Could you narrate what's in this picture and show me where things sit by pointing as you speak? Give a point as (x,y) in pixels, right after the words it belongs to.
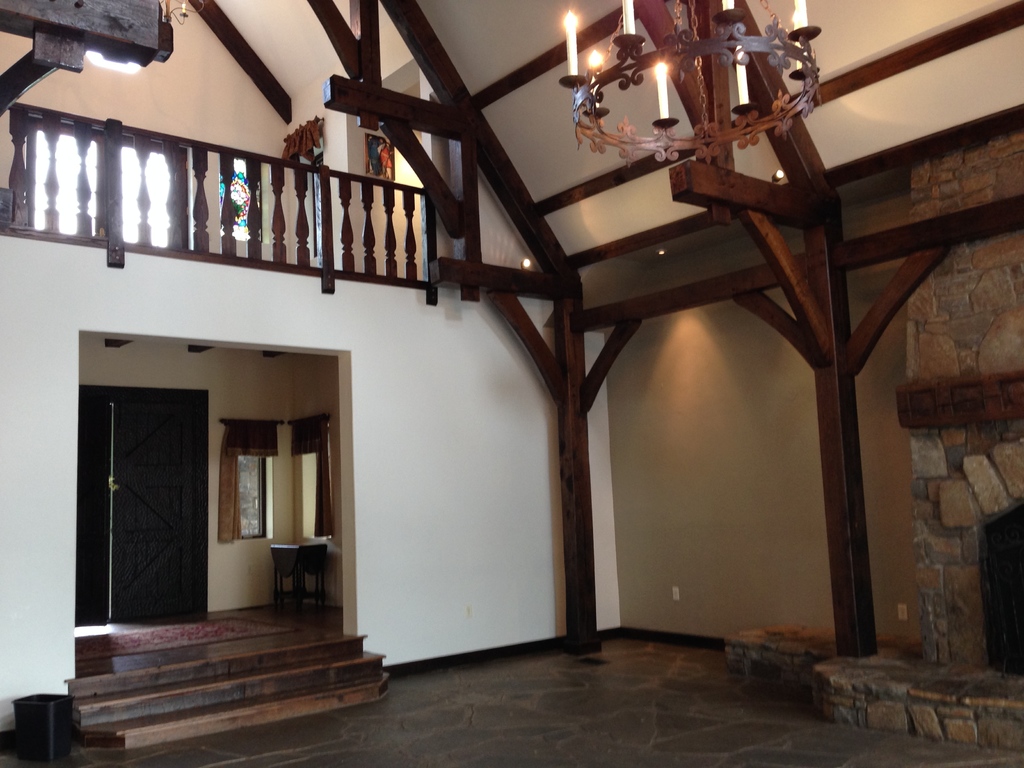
In this image I can see inside view of an house (625,418) and I can see a chandelier (741,132) and staircase (269,654) and window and wooden poles (839,480) visible.
